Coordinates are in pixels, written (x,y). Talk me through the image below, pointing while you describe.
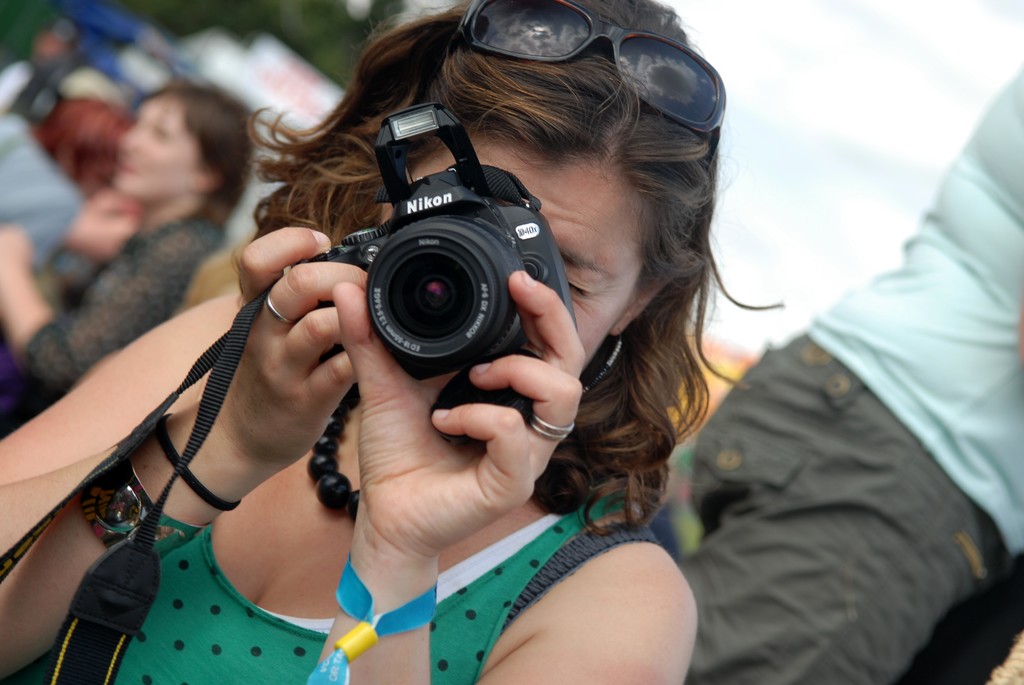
This picture shows a woman (523,421) taking a picture by holding a camera (556,283) and she wore spectacles (722,97) on head (593,167) I see other woman (190,219) seated on the side and a man (853,352) standing.
